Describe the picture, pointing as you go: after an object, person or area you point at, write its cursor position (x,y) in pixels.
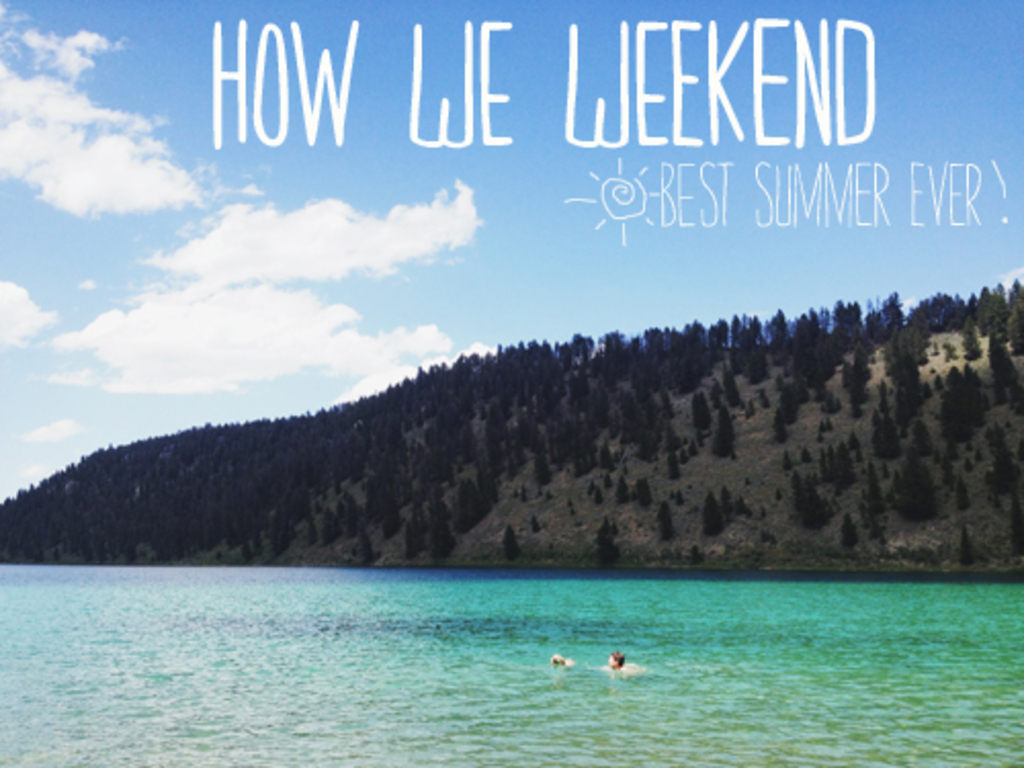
In this image we can see a person (621,668) in the water (536,666) partially and an object (555,663) on the water (517,677). In the background (447,503) we can see trees (401,498) on the hill (418,480) and clouds (382,379) in the sky (342,198). We can see texts (650,106) written on the image.
